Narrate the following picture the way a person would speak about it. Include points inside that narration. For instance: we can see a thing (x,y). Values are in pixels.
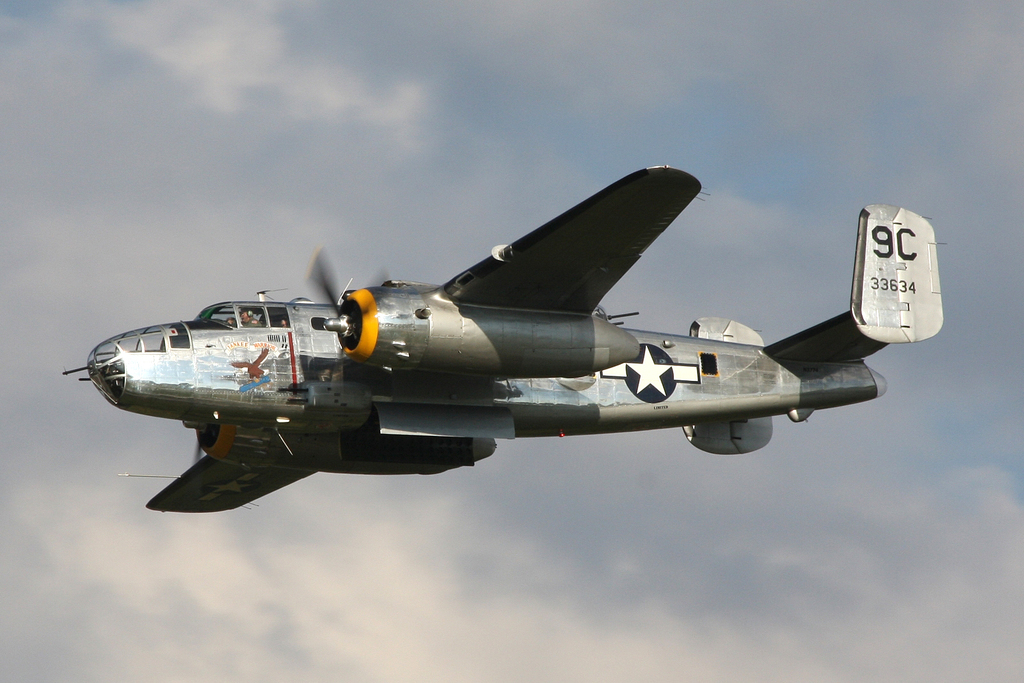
In the middle of the picture (427,316) we can see a flying plane (229,357), flying in the sky (325,139). There is even a cloudy pale blue sky (338,137).
